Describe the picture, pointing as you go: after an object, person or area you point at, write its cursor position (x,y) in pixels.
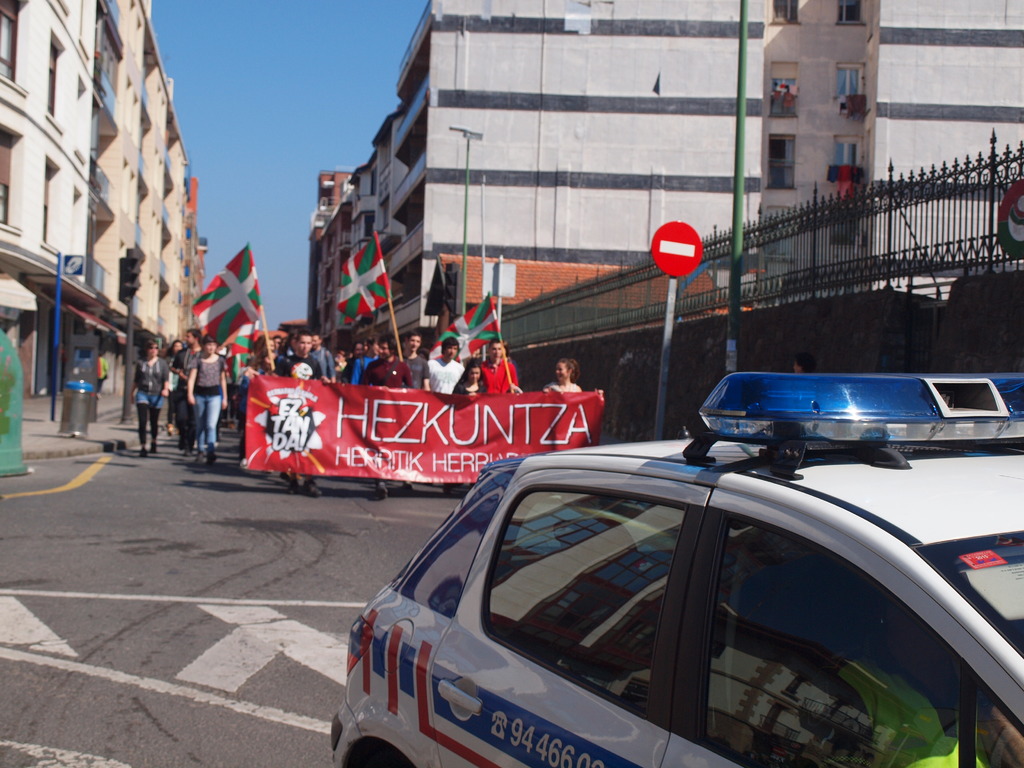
In this image I can see a vehicle (469,708) on the road (199,577). I can see some people (315,352) are holding the flags (369,289). In the background (373,208), I can see the buildings (340,234) and the sky (282,86).
